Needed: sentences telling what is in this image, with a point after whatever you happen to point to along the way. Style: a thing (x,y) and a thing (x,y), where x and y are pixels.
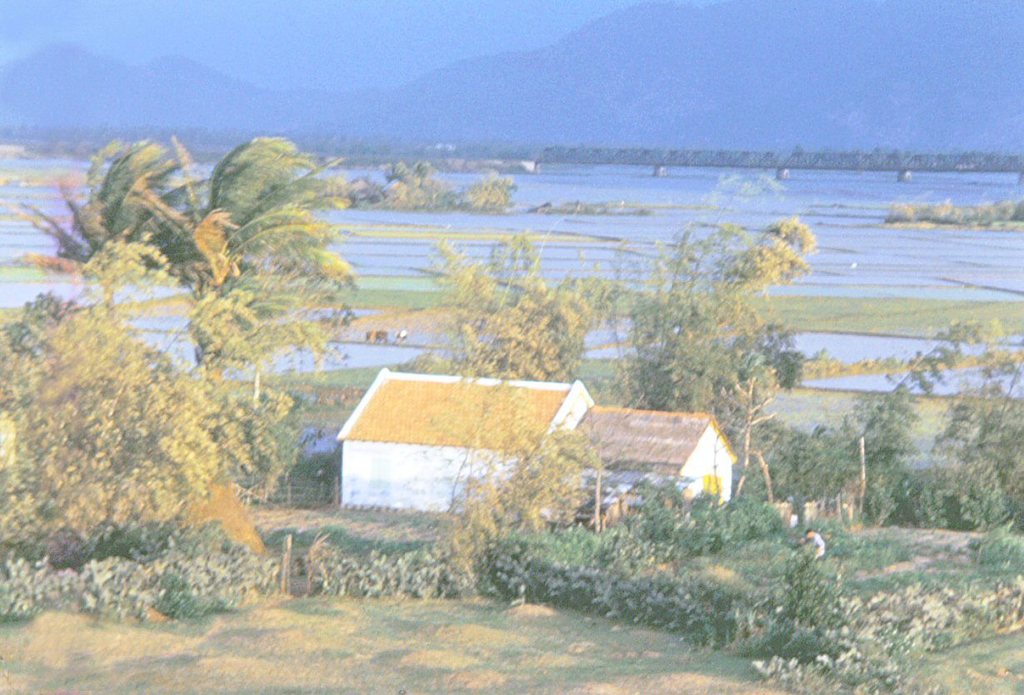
In front of the image there are plants (458,556), trees (516,494). There are houses (525,447). There is a person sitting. In the center of the image (653,242) there is water (366,225). There is a bridge (901,163). In the background of the image (461,108) there are mountains (872,119) and sky (249,21).
